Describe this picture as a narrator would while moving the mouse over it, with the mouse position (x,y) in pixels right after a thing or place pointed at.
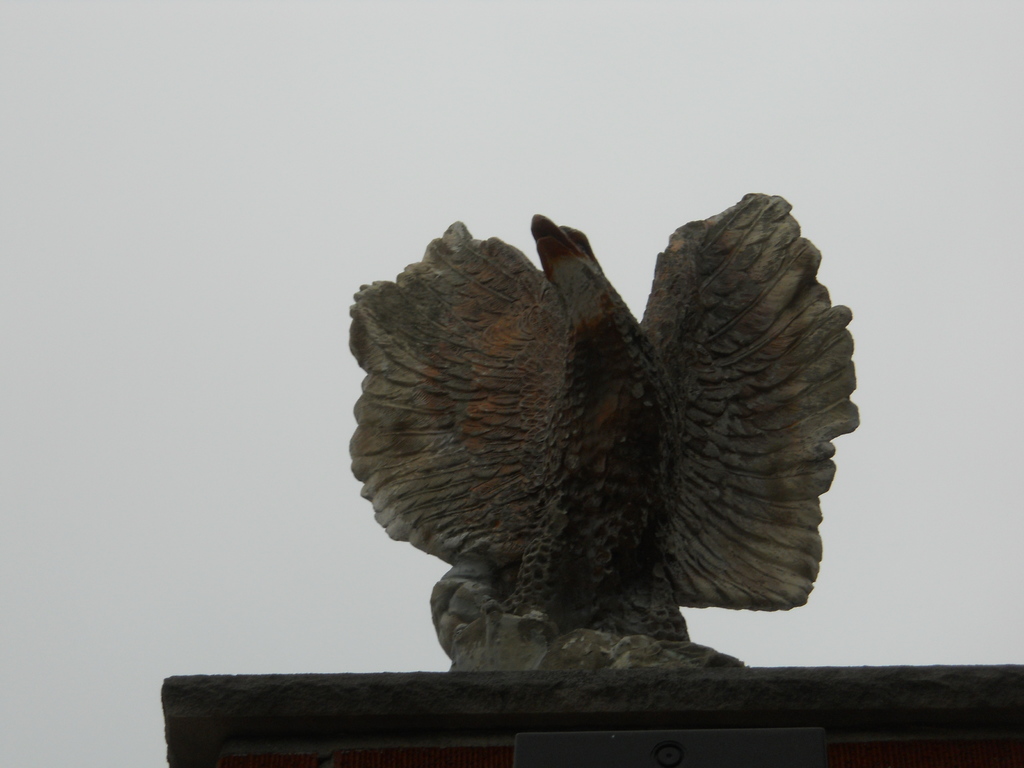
In this picture there is a statue (592,451) in the front (621,476) and the sky (207,302) is cloudy.
